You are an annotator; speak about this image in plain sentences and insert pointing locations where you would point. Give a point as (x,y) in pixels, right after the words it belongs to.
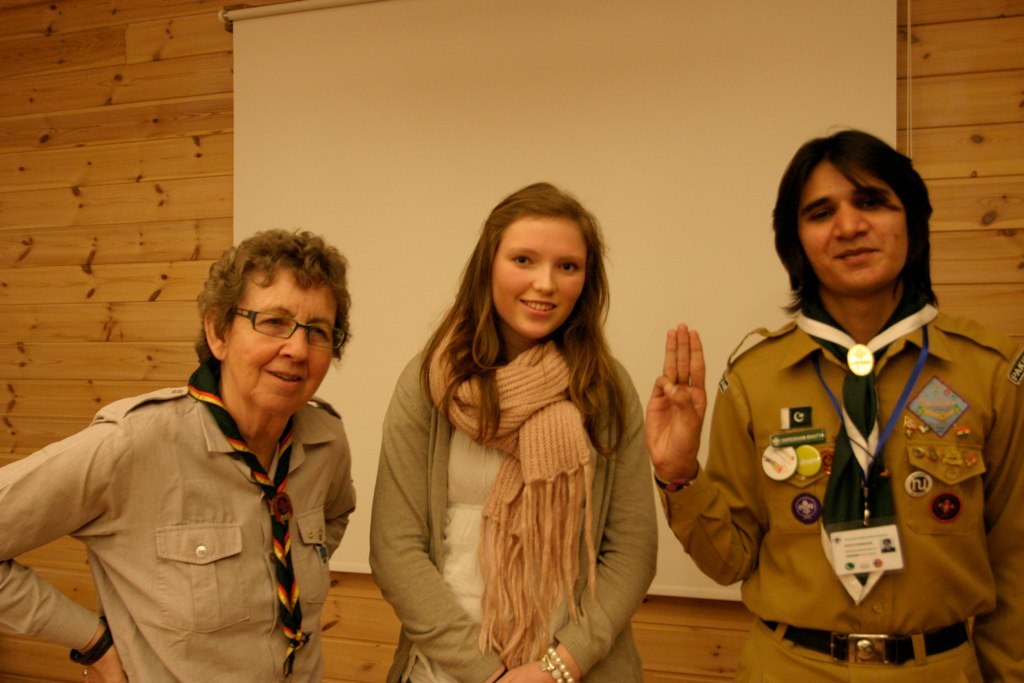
Middle of image (476,323) there is a woman (537,423) wearing a scarf (546,457) and a jacket (597,496) is standing. Right side (923,485) there is a person (807,422) wearing a uniform (766,420) and tie (839,460). Left side (280,524) there is a person (269,351) wearing spectacles (279,331). Behind them there is a wooden wall (189,196) having a board (482,226) attached to it.
